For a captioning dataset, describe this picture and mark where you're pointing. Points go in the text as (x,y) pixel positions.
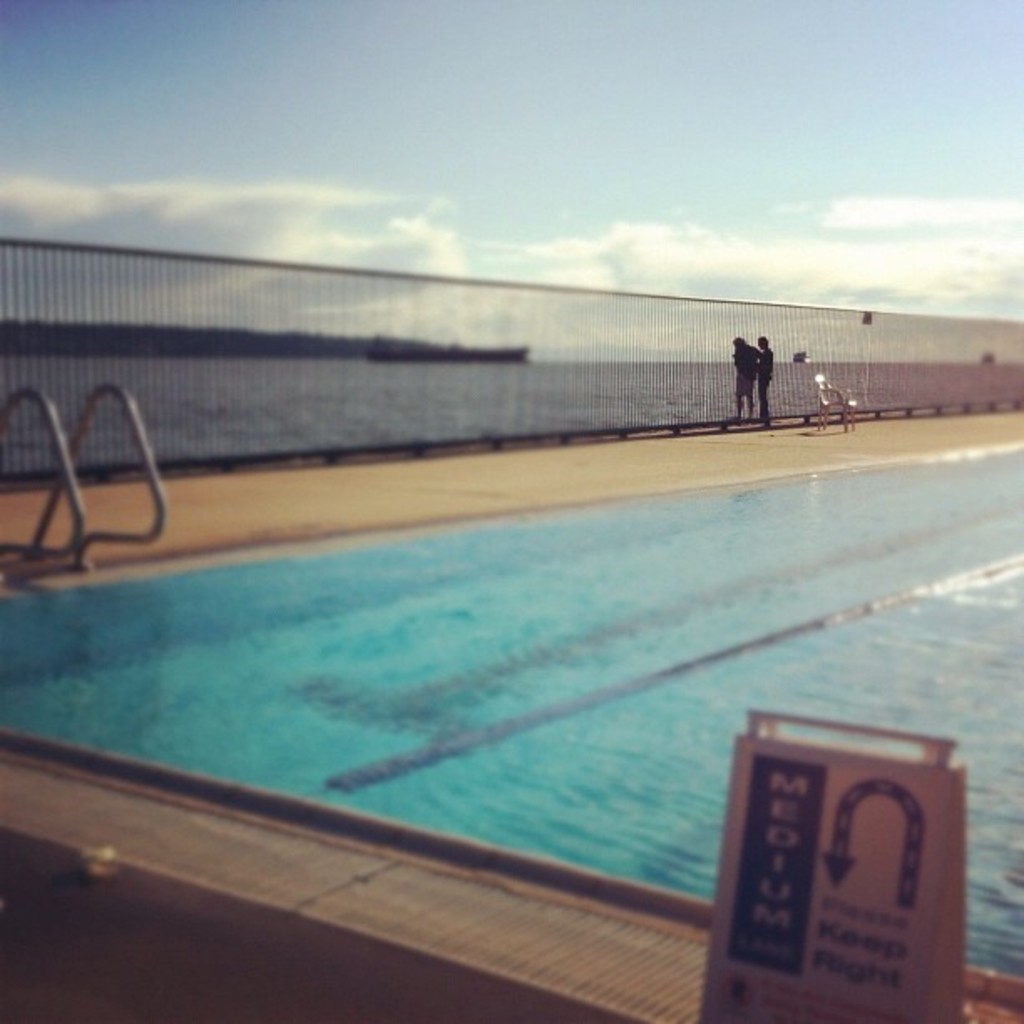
In this picture there is a swimming pool (706,610) in the right corner (751,693) and there are two persons (761,396) standing and there is a fence (692,361) in front of them and there is water (394,399) in the background (412,383).
